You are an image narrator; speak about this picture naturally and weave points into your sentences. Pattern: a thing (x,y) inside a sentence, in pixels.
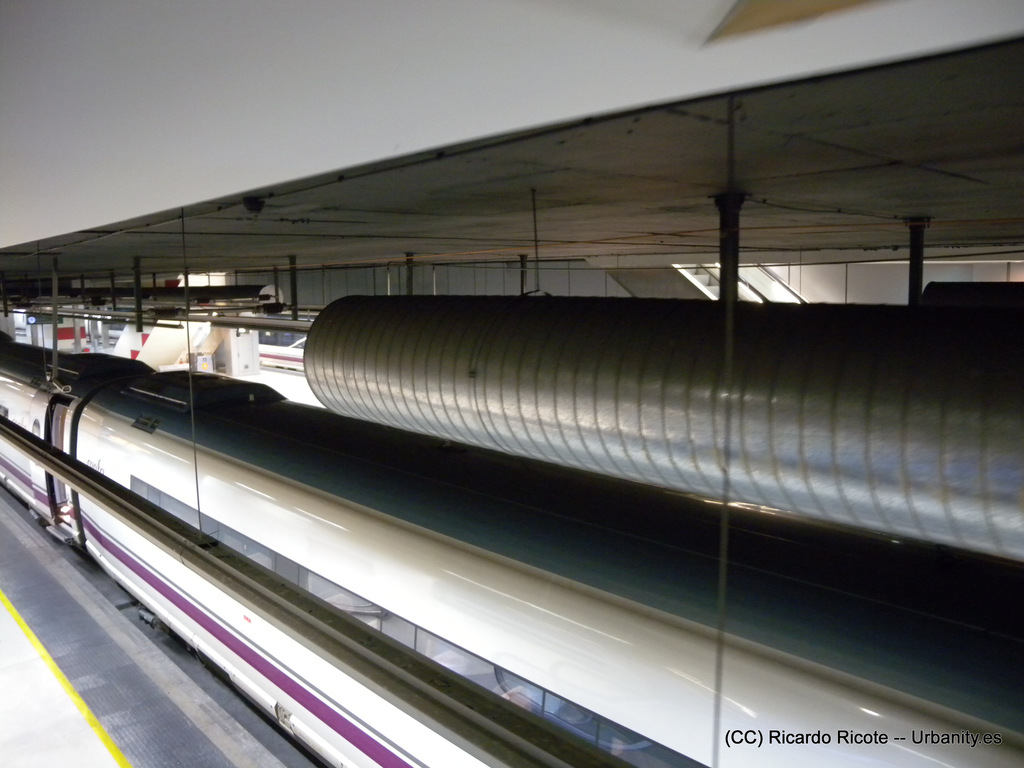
In this picture there is a train (616,594). On the right side of the image (724,391) there is a staircase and there is a metal pipe (542,341). On the left side of the image (179,341) there is a staircase (179,341) and there is a train (358,565). At the bottom right (945,743) there is a text (779,738).
